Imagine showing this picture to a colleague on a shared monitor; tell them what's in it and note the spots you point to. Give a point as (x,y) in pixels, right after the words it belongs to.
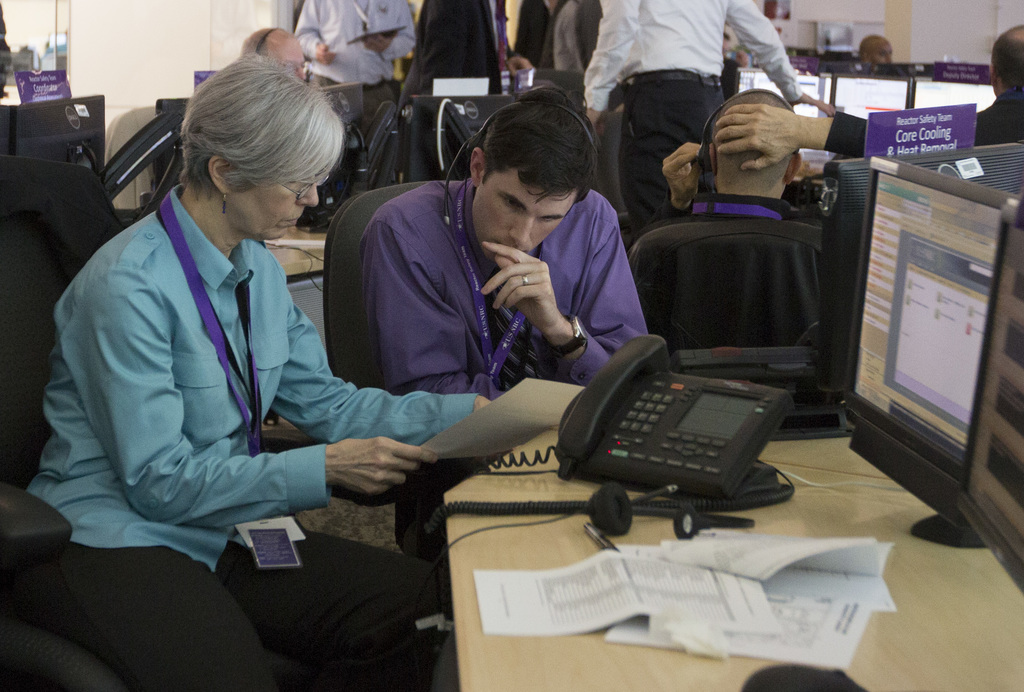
In this image we can see people (393,344), telephones (612,436), tables (505,545), headset (638,505), monitors (930,179), boards (807,59) and things (496,577). Few people (741,176) wore ID cards (246,409). In the front (292,148) a person (190,280) is sitting on a chair (12,251) and holding a paper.
